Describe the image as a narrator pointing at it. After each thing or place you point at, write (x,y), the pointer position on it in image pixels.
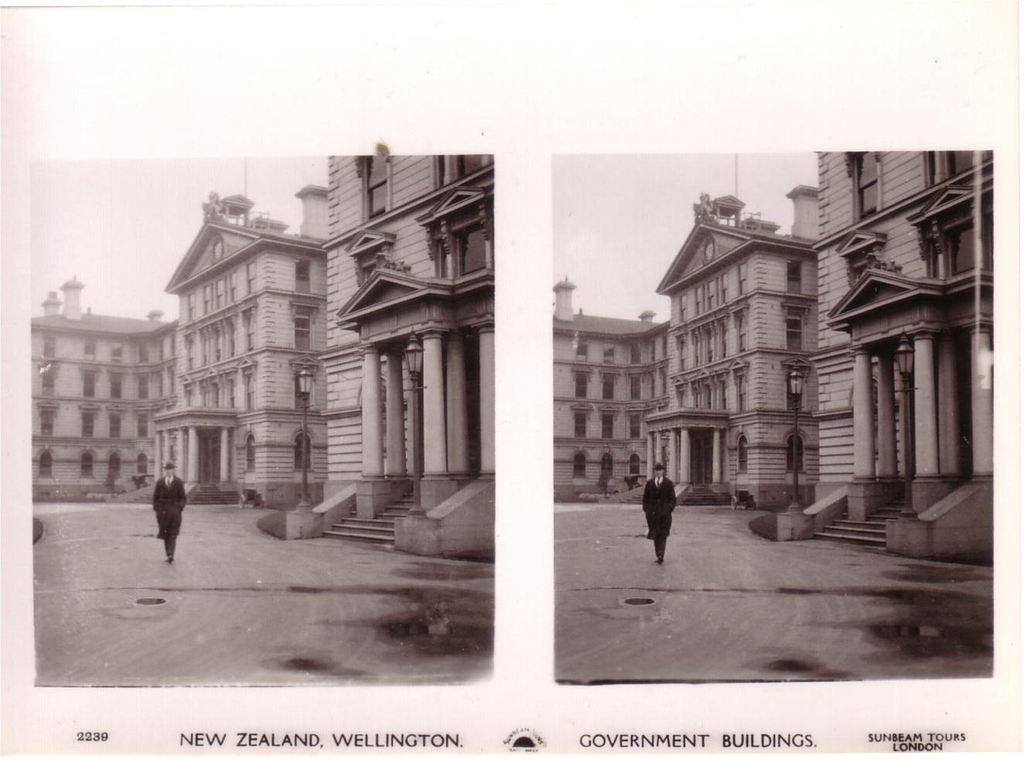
It is a collage image, in the image we can see a person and buildings (153,438).
